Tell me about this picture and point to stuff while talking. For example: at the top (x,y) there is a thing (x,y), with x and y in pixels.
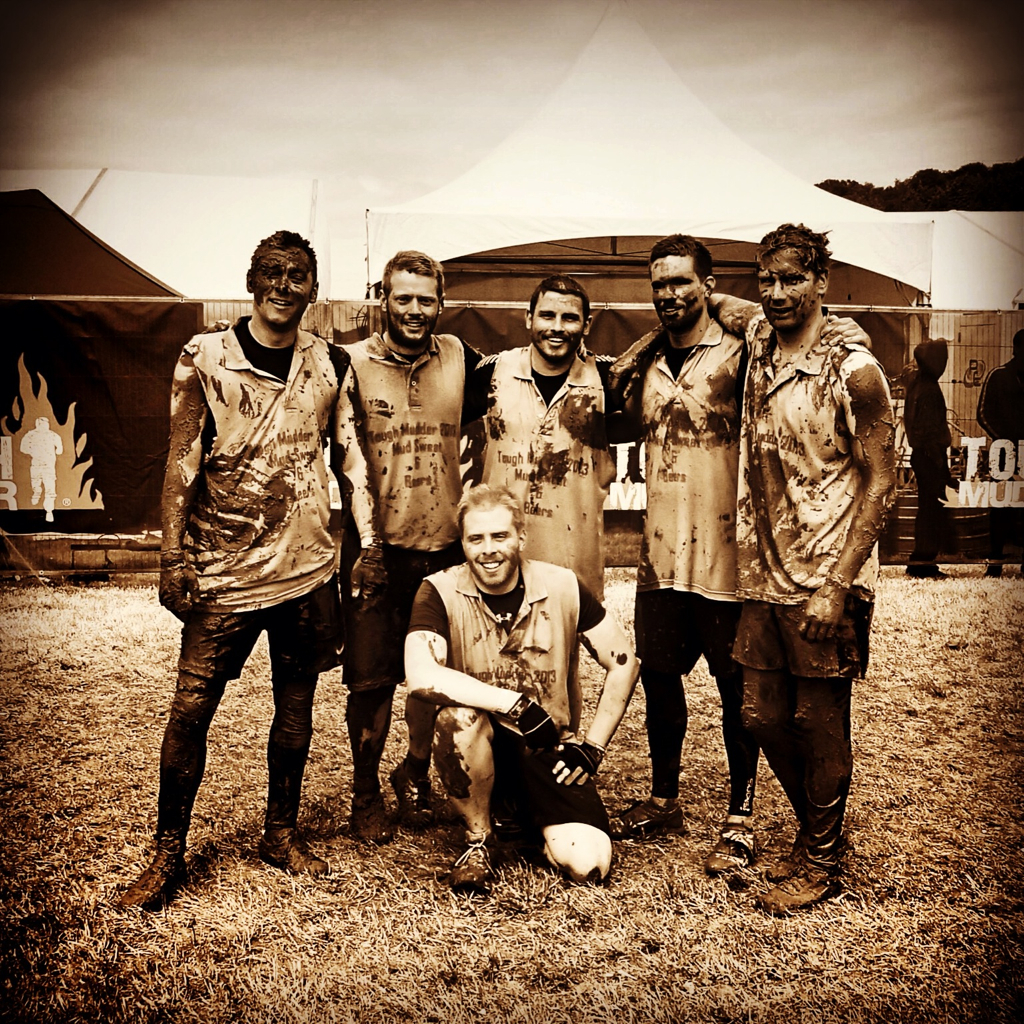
In this image I can see in the middle (568,399) a group of people (572,461) are standing and laughing. At the back side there are tents (619,326), at the top (498,87) it is the sky (373,39). This image is in black and white color.
